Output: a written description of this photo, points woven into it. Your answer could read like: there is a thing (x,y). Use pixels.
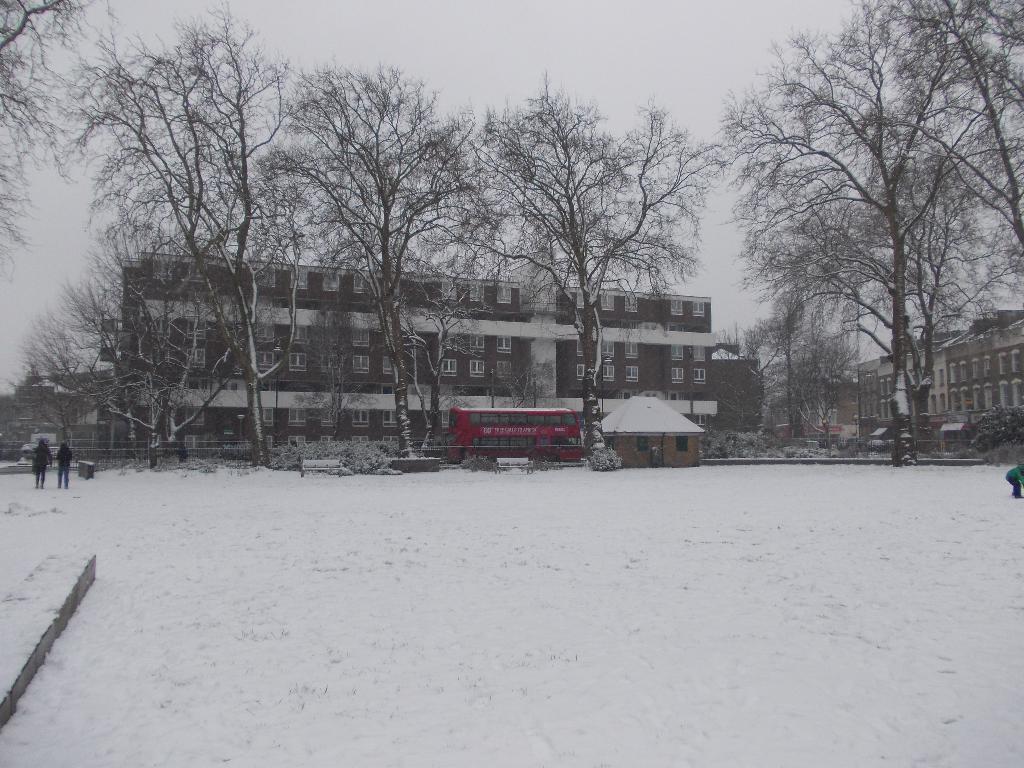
In this picture we can see some people (1021,468) on snow (396,540), benches (307,463), buildings (944,412) with windows (944,399), trees (926,365), bus (463,425), house (633,429) and in the background (592,99) we can see the sky (690,83).
